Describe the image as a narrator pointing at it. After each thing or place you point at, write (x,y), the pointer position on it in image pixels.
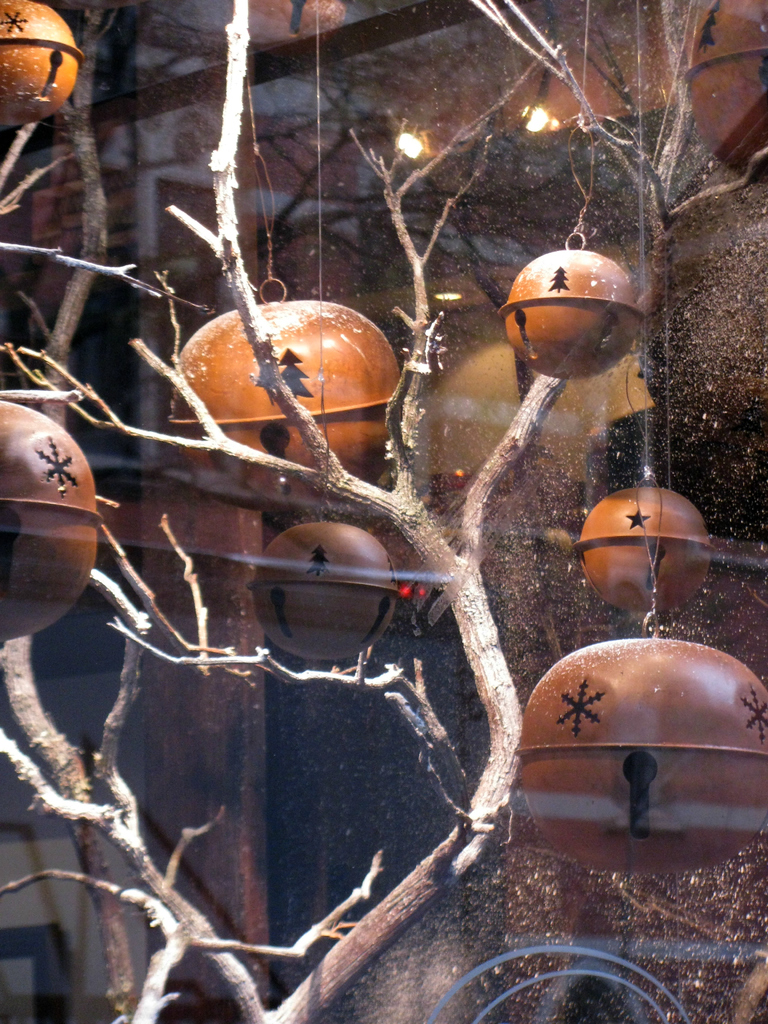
In this image there is a tree (492,668), there are objects (593,697) hanged on the tree (374,158), there are lights (404,141), there is a wall (118,132), there is a metal object (390,30) towards the top of the image (289,50), there is an object (517,966) towards the bottom of the image (610,979), there is an object (712,351) towards the right of the image (716,281).
